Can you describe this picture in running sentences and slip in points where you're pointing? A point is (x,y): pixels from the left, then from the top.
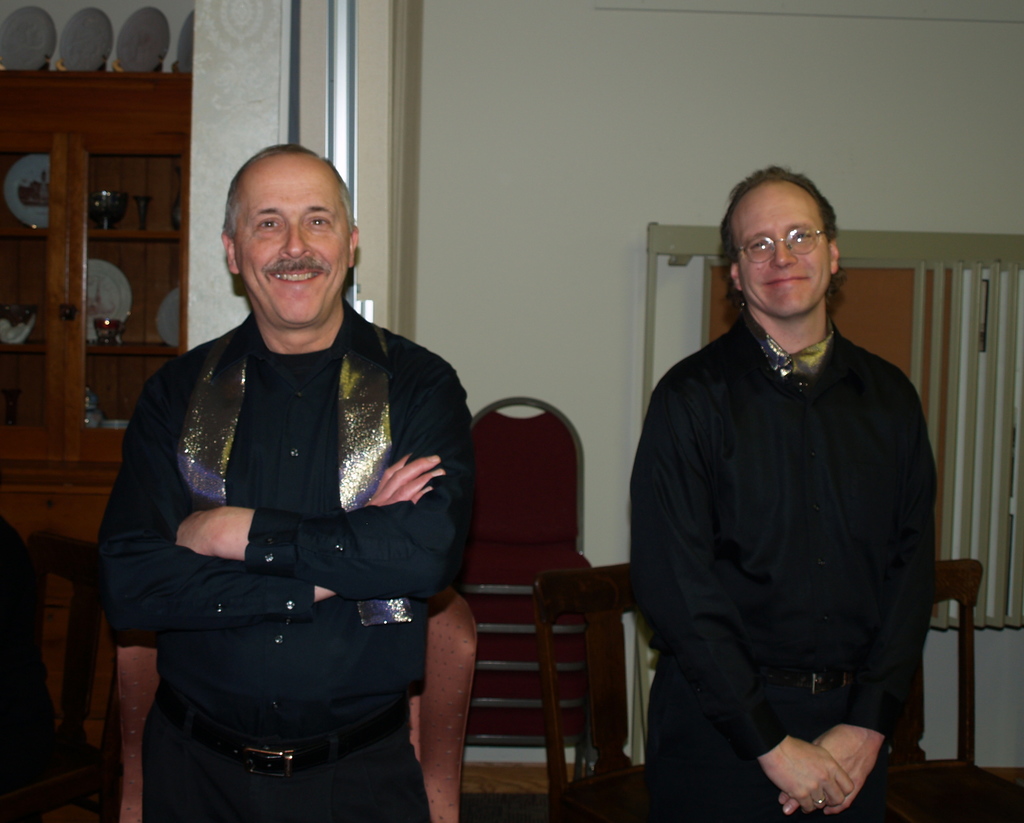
Here two men (853,538) are standing, these are chairs (589,577), this is wall (570,277).
